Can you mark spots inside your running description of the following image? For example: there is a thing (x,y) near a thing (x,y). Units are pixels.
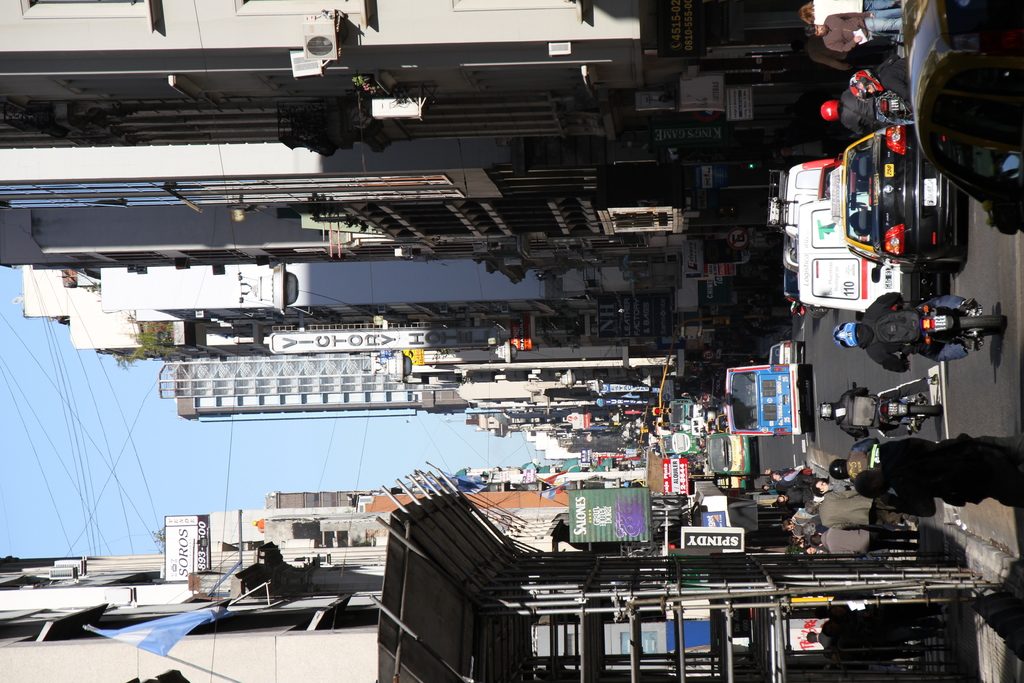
This picture describes about group of people (809,509), few are walking and few are seated on the motorcycles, beside to them we can find few vehicles (927,241) on the road (850,376), and also we can see few hoardings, cables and buildings (500,493).
